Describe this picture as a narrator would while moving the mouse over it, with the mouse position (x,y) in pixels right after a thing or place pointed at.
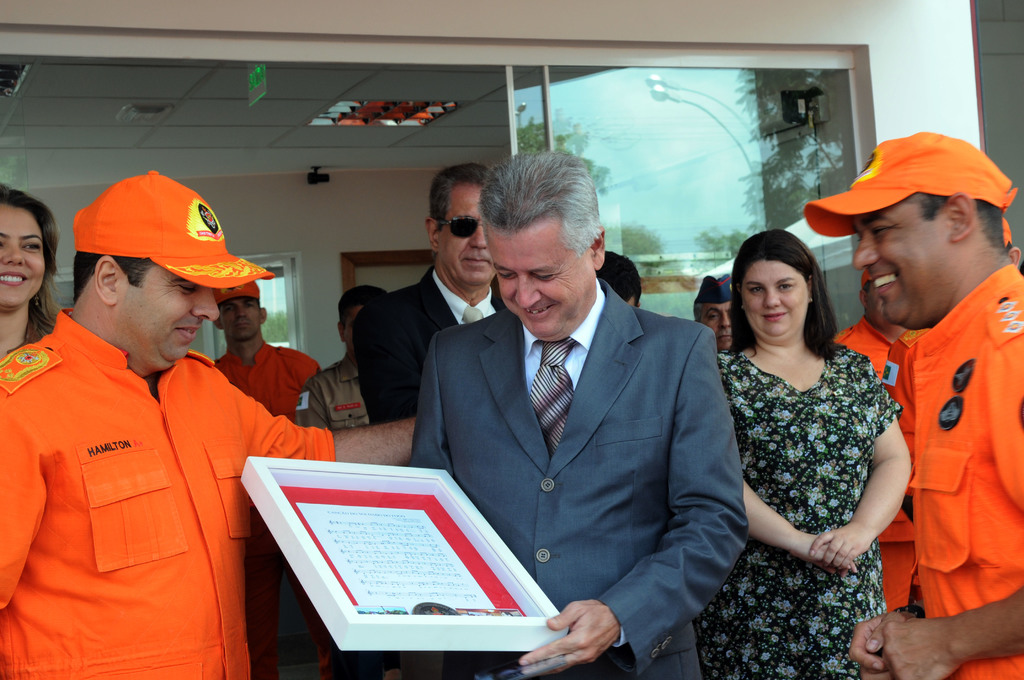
In this picture we can see some people (510,373) standing here, in the background (749,174) there is a glass (760,185), this man (656,575) is holding something, in the background (332,203) there is a wall (312,197), we can see ceiling (299,123) at the top of the picture (291,113), this man (255,402) wore a cap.
